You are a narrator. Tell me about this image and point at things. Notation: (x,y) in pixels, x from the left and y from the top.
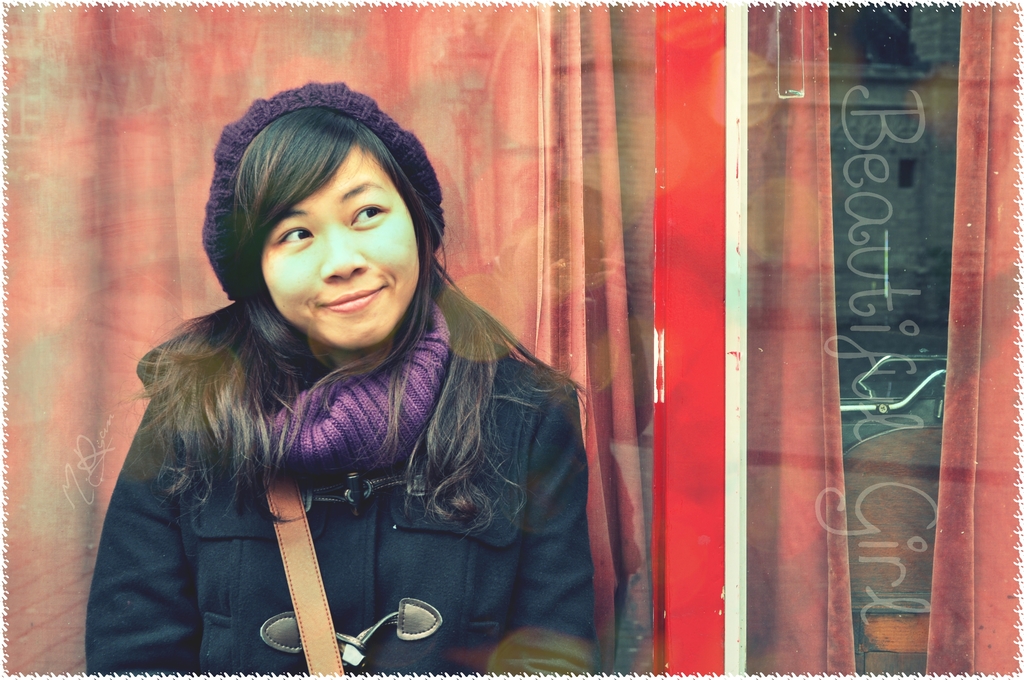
In this image I can see the person (283,599) wearing the navy blue color dress (255,561) and also head wear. In the background (879,467) I can see something is written on the glass (875,377). I can see the curtains (548,216) through the glass (833,494).
